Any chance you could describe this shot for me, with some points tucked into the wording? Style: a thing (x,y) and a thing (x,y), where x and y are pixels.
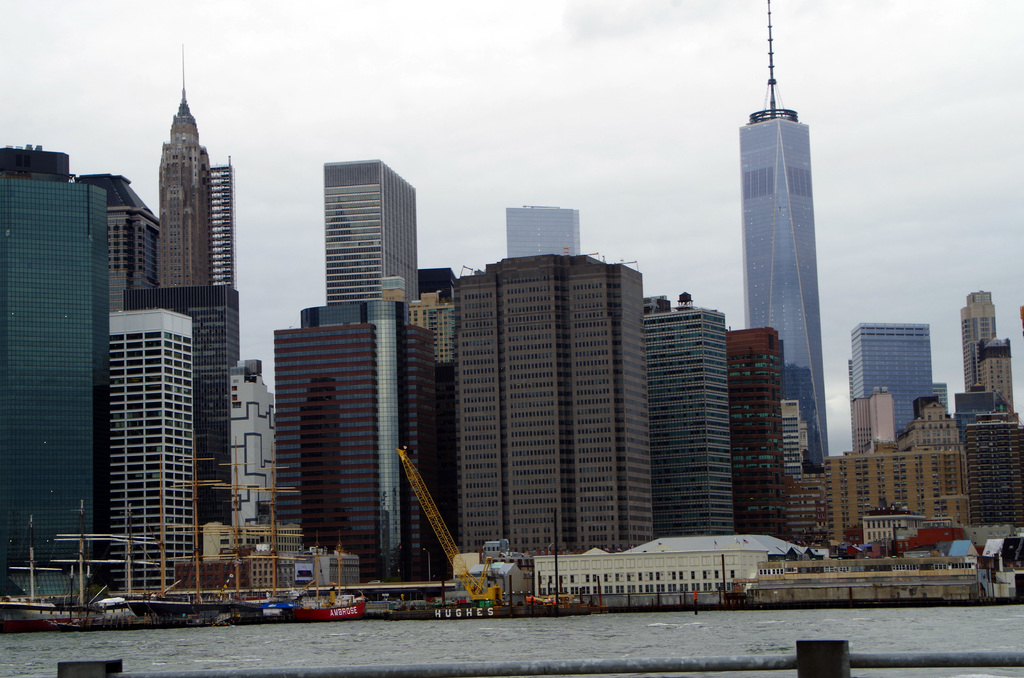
In this picture we can see a crane (490,577), ships (173,600) in water (677,625). We can see a rod (1004,662). There are few buildings (610,340) visible in the background (819,509) from left to right. Sky (403,107) is cloudy.
